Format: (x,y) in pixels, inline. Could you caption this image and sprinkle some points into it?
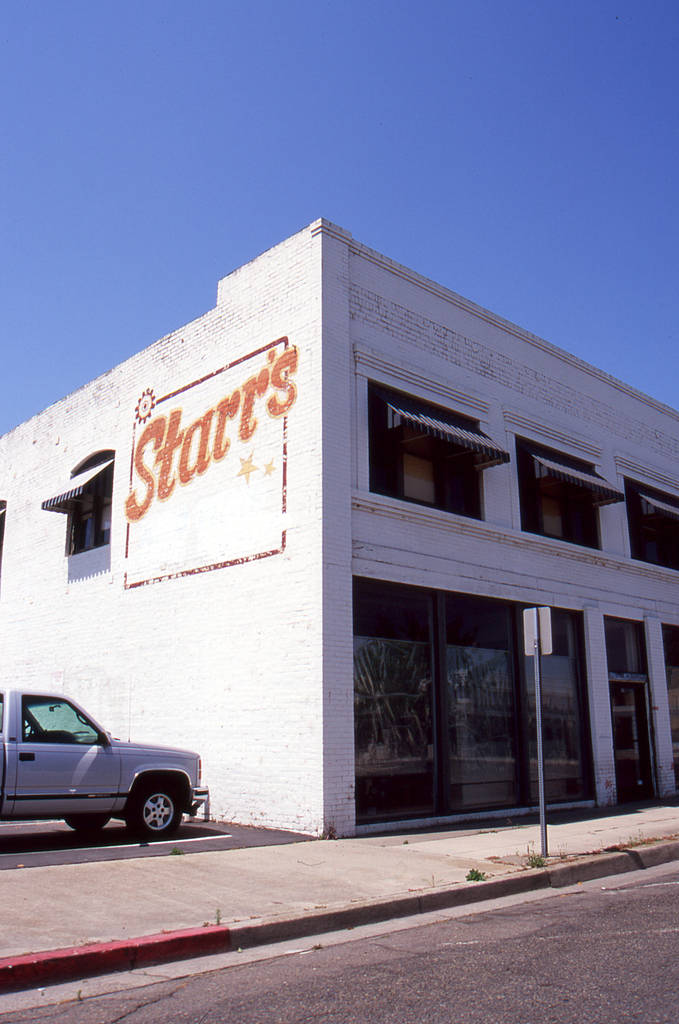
In this picture we can observe a building (243,717) which is in white color. There is some text (171,458) on the building (175,463). We can observe a car (118,775) parked beside the building (286,764). In front of the building (444,824) there is a road (380,944). We can observe a pole (541,843) on the footpath (538,834). In the background (295,163) there is a sky (372,171).
